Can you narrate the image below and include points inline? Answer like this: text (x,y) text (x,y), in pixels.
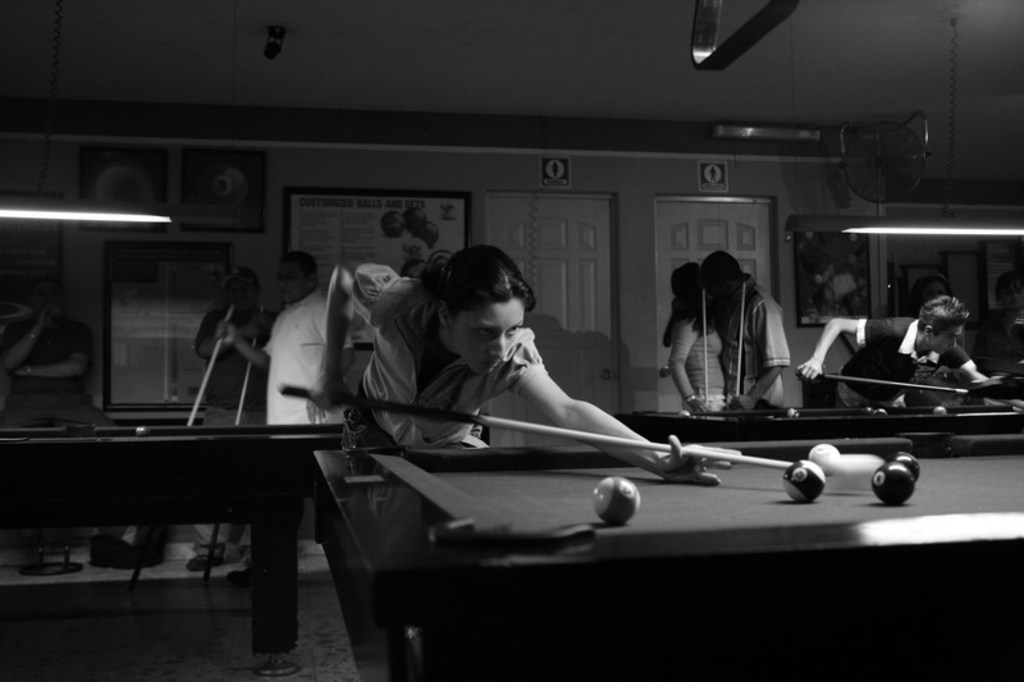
In this image I can see number of people (934,341) and snooker tables (389,449).
